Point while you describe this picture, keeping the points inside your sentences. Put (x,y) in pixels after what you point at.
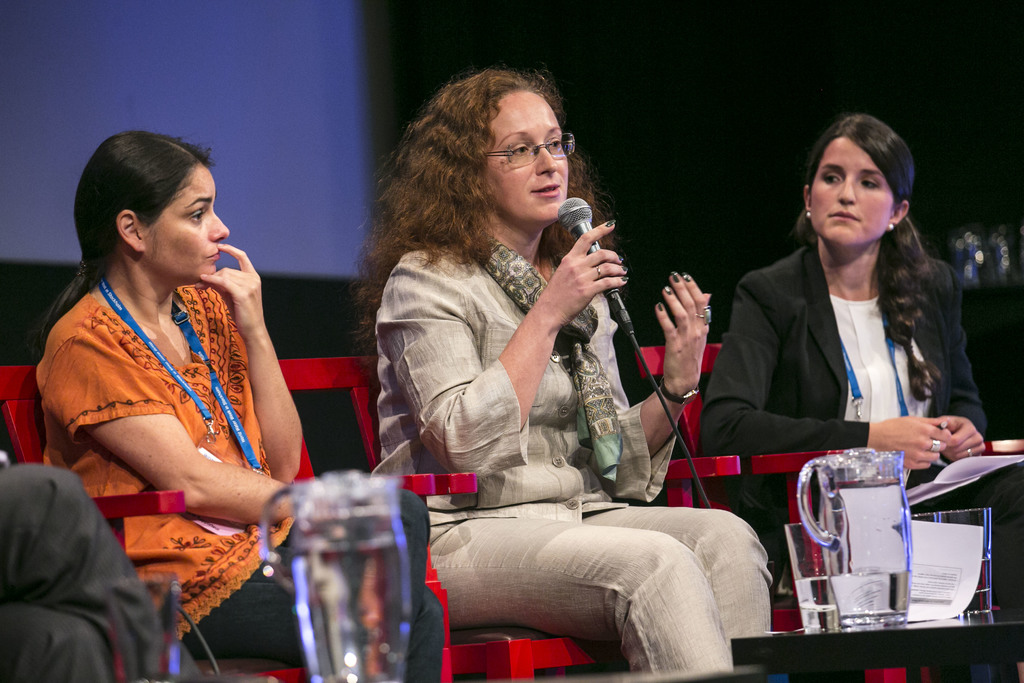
In this image, we can see three persons (692,345) wearing clothes (226,382) and sitting on chairs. There is a person (495,423) in the middle of the image (495,411) holding a mic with her hand (604,267). There is a table (880,655) in the bottom right of the image (856,632) contains glasses (814,570) and jug (867,523).
